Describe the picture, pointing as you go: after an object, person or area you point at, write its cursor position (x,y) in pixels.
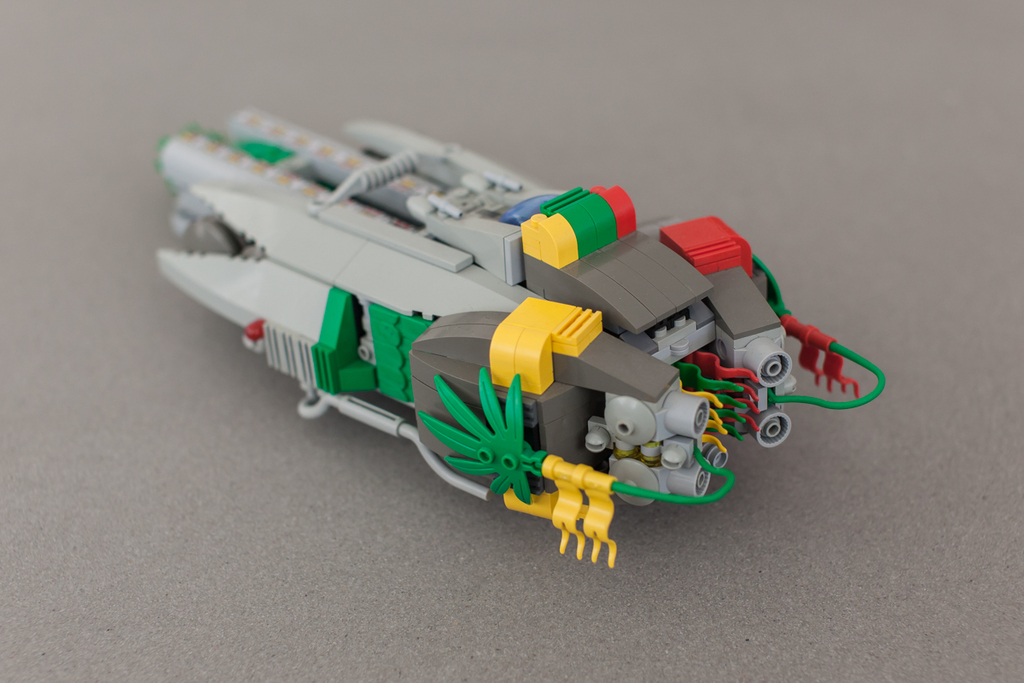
In this image we can see a toy (441,237) on a gray surface (532,539).
